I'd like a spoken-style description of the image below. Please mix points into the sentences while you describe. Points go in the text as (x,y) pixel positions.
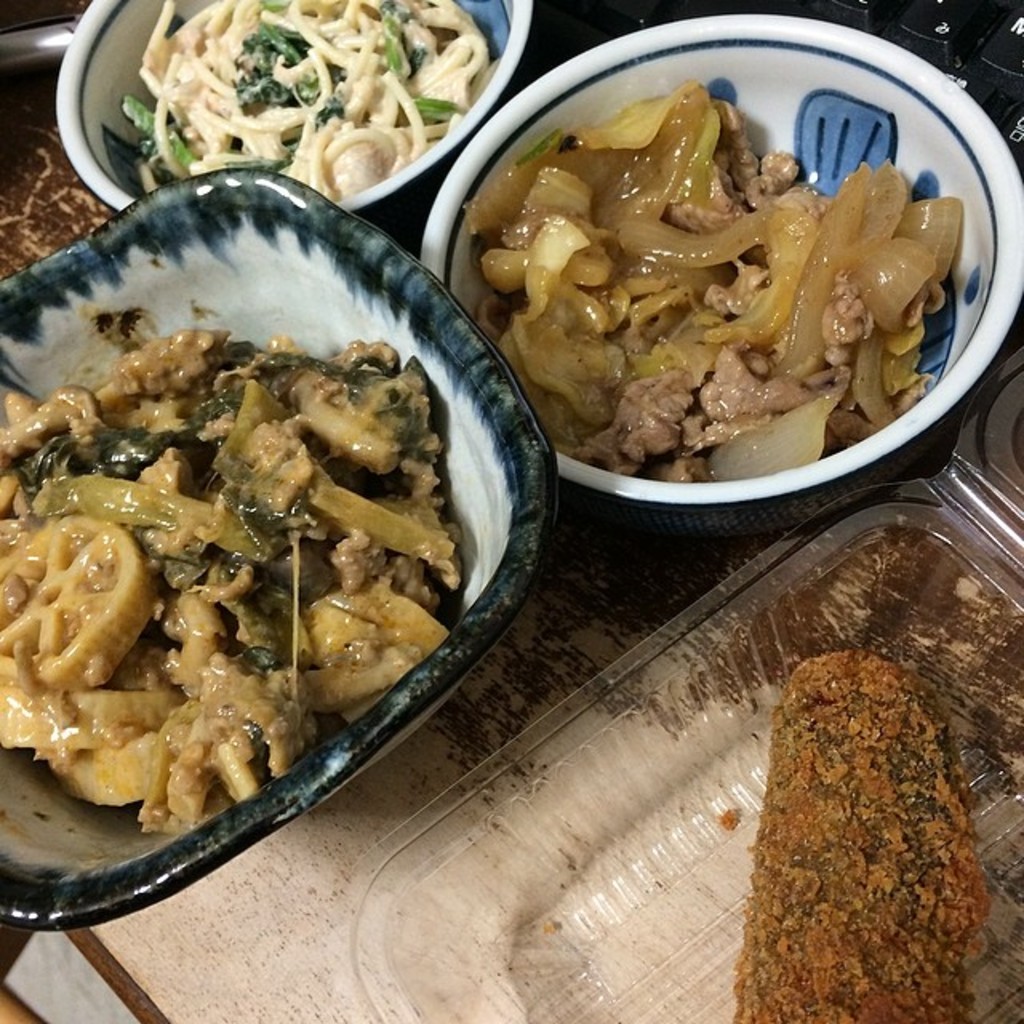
In this image, we can see some food (386,634) in the containers (477,492).
